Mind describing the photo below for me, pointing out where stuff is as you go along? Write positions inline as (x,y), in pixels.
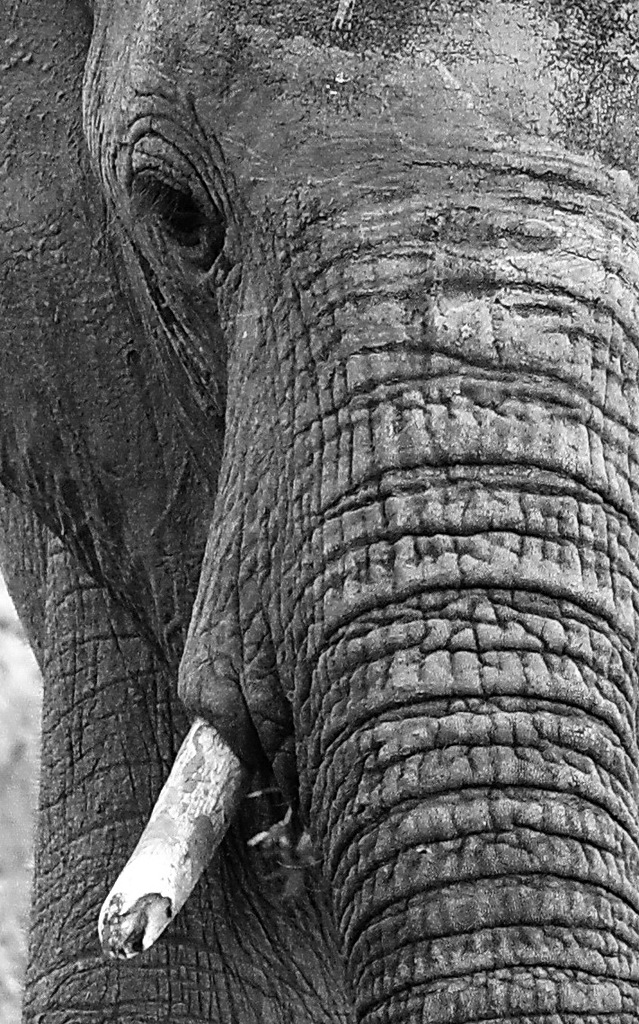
In this picture we can see an elephant (194,641) and in the background (10,688) it is blurry.
